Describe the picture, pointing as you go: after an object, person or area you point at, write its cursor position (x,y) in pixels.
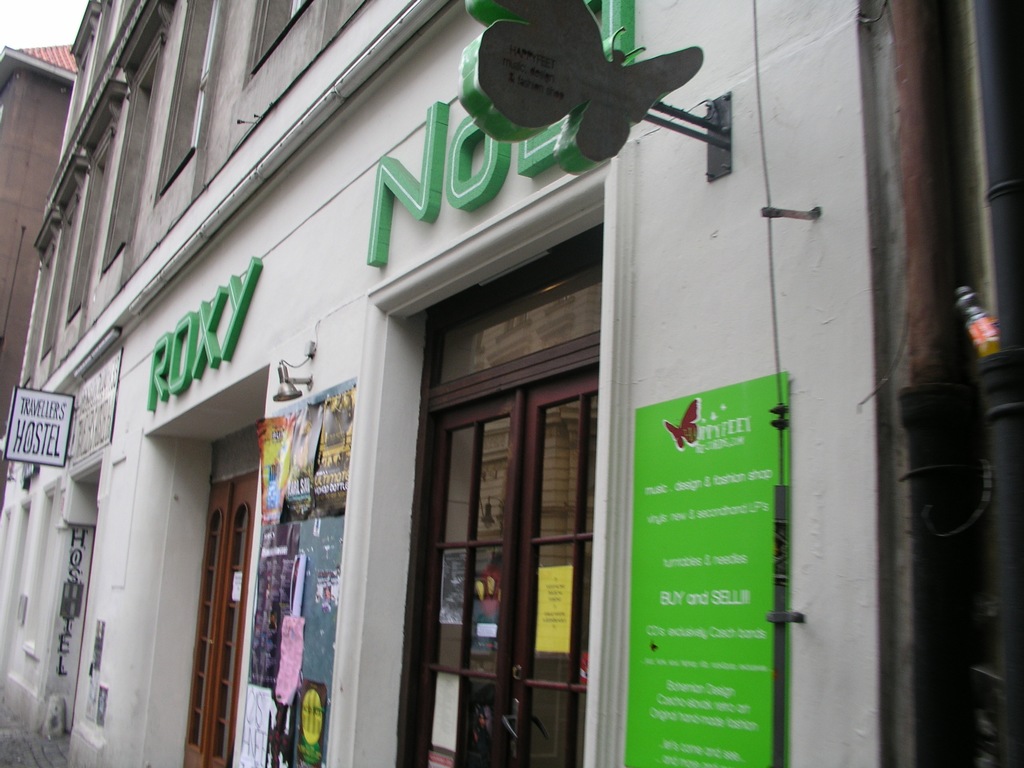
In this image we can see buildings (224,314). There are boards (722,419) with some text (61,428).
